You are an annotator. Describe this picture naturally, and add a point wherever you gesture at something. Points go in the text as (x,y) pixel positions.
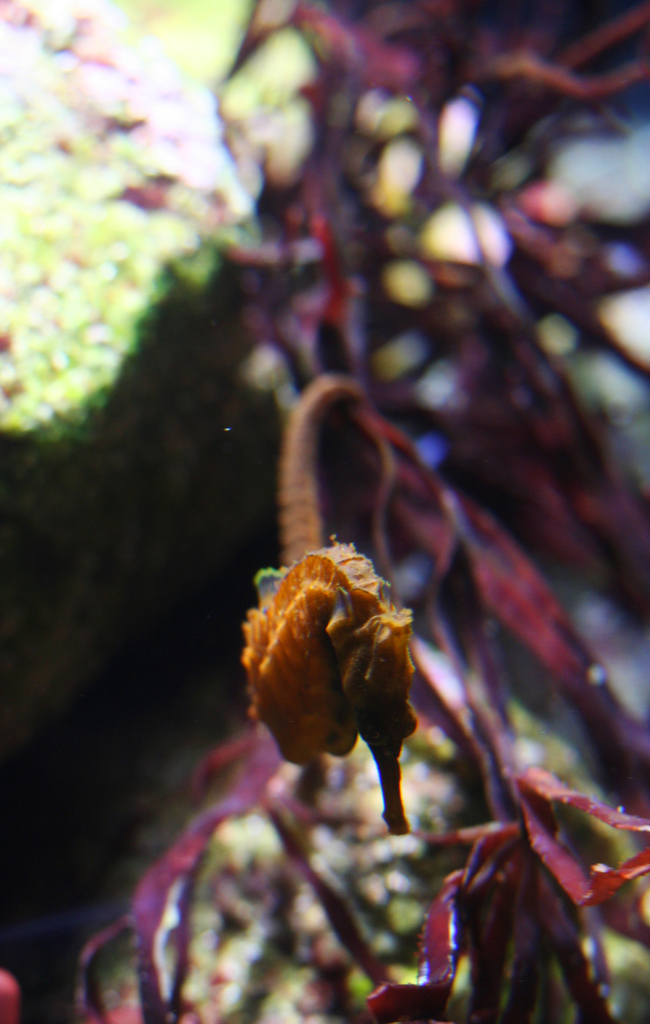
In the foreground of this image (380,701), there is a seahorse (319,658) under the water (404,653). In the background (481,843), there are sea plants (481,852).
